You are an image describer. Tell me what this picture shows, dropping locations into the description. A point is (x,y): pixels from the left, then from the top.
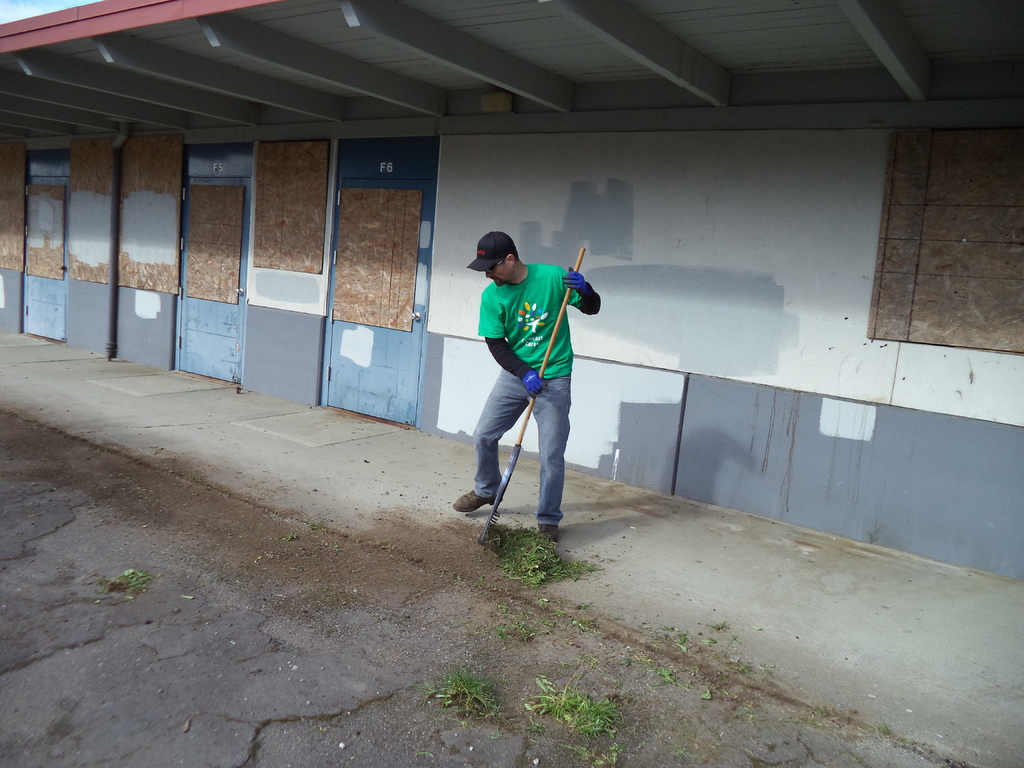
In the picture we can see a building wall (964,516) with three doors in front of it we can see a man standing and cleaning the path (269,424) with a stick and he is in green T-shirt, gloves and cap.
